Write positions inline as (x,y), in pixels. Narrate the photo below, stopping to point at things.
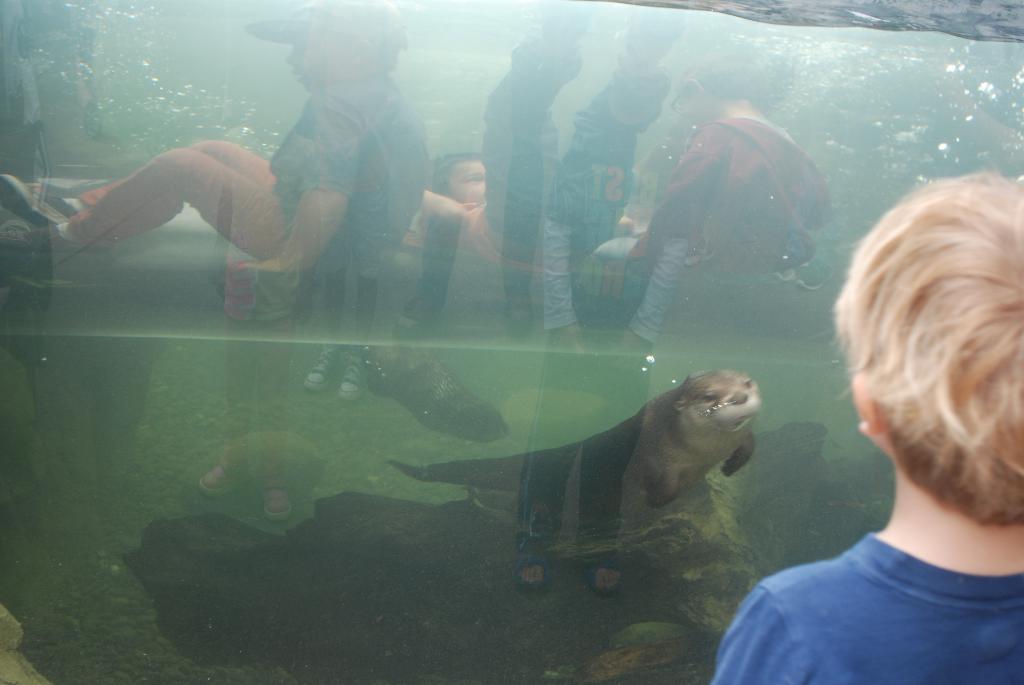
On the right side of this image (954,502) there is a person (917,555) facing towards the back side (866,611). In front of this person (860,627) there is a fish tank (448,252). Inside I can see the water (662,296) and an otter (667,433). On the glass (509,187), I can see the reflection (287,229) of some people (419,183).
